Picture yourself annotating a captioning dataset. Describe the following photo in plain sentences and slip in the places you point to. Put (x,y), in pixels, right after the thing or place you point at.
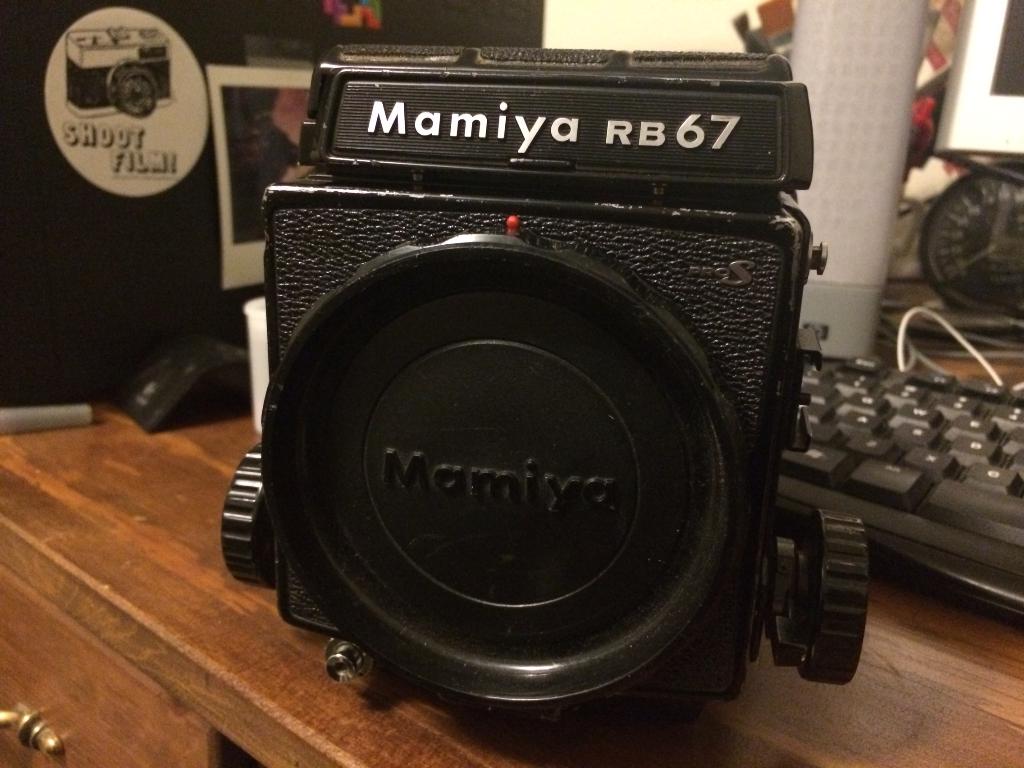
In this image we can see a table (98,552), on the table (96,517), we can see a keyboard (891,403), camera (464,534), cables (941,308), clock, poster (251,150) and some other objects (243,172) on it.
